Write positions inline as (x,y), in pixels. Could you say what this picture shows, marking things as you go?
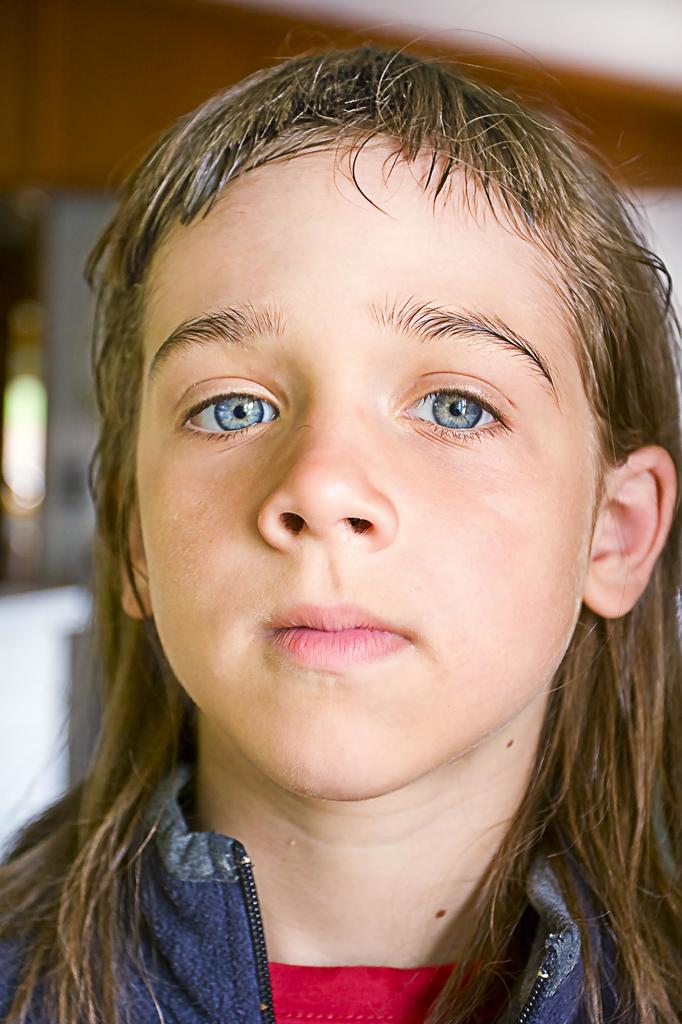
In the foreground (334,984) there is a kid (250,378). The background (78,121) is blurred.
